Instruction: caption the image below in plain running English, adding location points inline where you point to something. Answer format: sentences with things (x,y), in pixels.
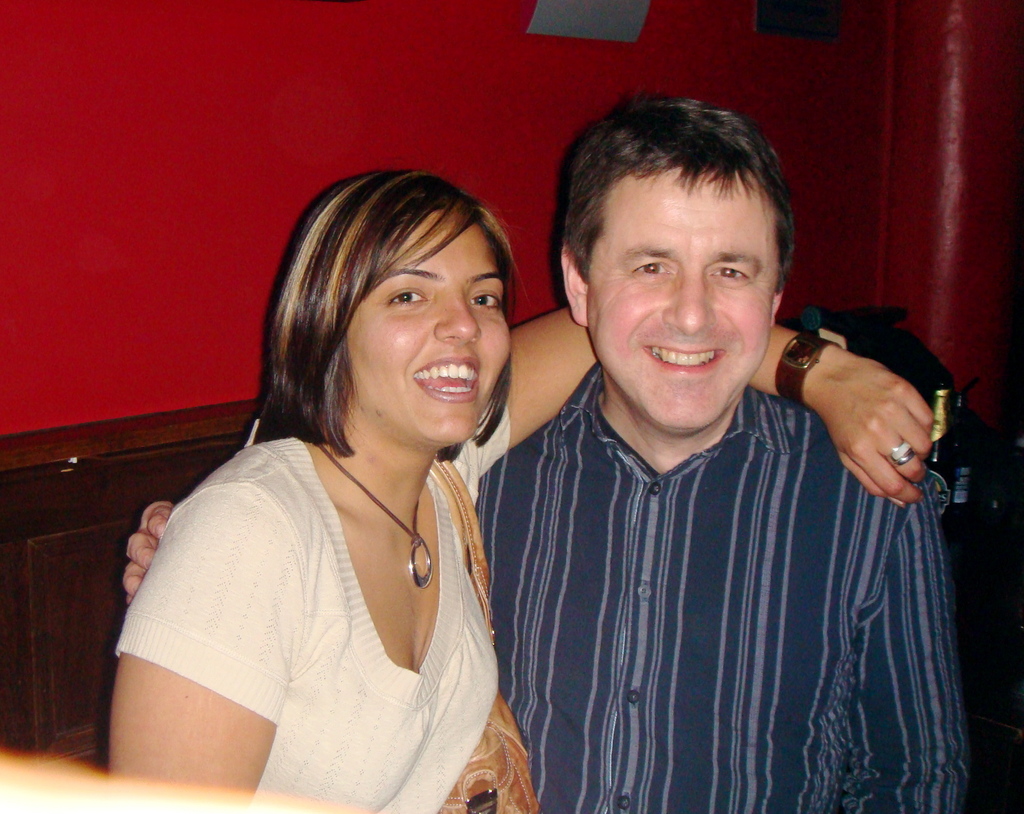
In this picture we can observe a couple (641,613). Both of them were smiling. One of them was a man (632,444) wearing blue color shirt (611,635) and the other was a woman (479,681) wearing white color T shirt (286,681). In the background (235,226) there is a red color wall (170,140).
